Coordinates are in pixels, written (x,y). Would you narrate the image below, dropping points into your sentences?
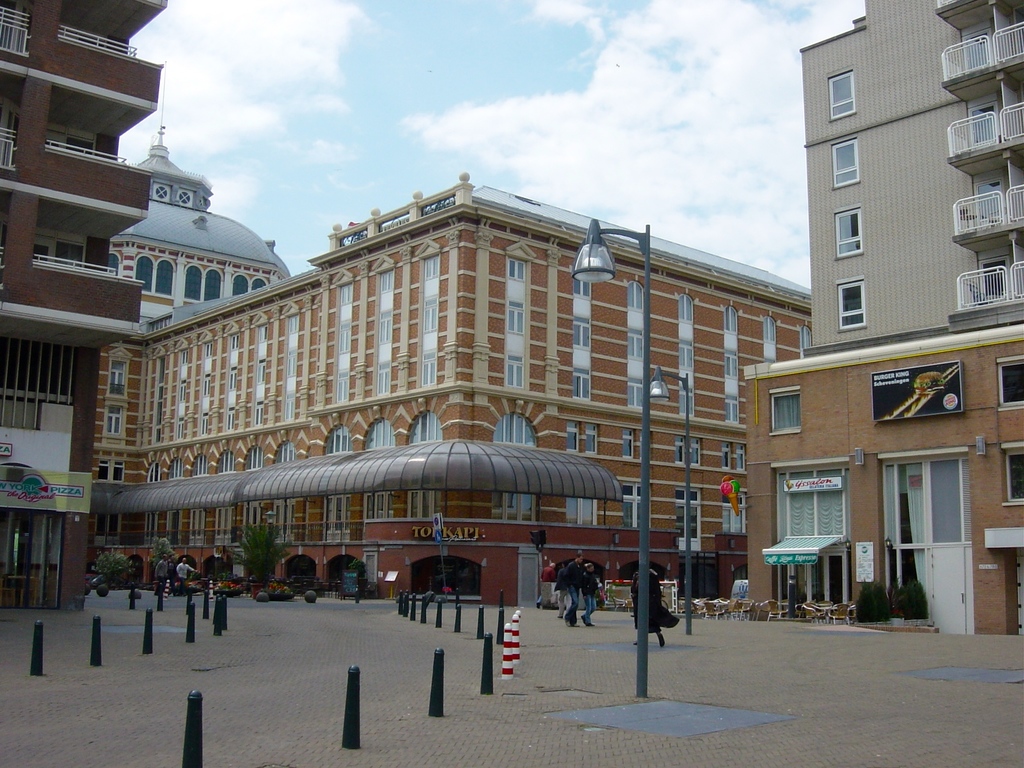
In this image I can see light poles (646,253), people (655,615), plants (863,596), trees (877,596), chairs (775,605), buildings (331,318), boards (2,471), cloudy sky (655,93) and objects (506,641).
